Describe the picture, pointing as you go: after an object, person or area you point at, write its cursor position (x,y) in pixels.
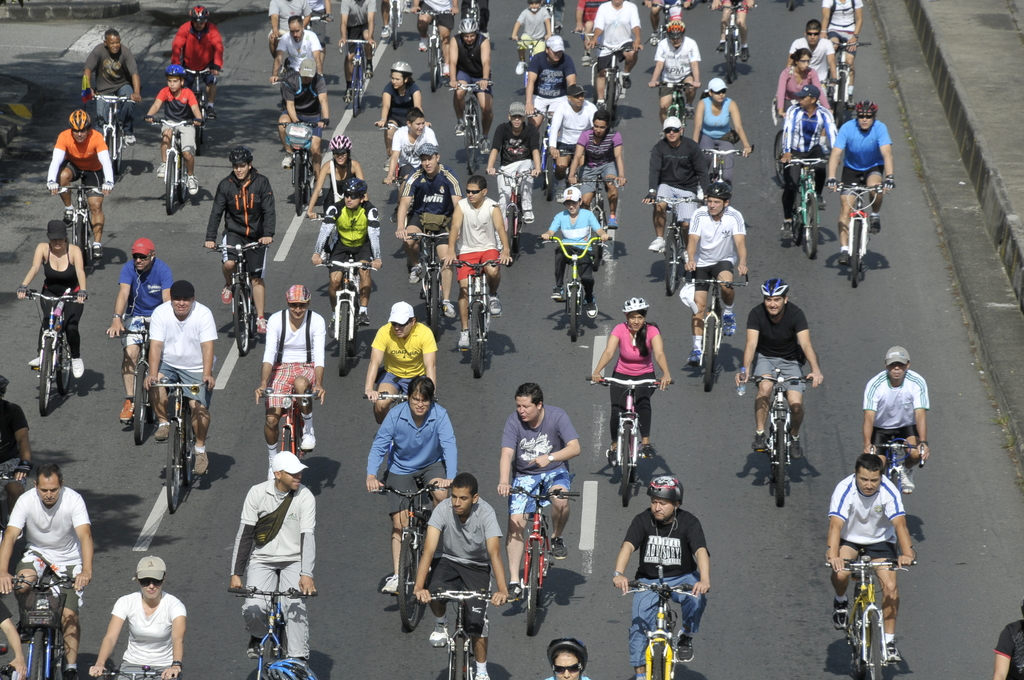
In this image we can see persons (722,214) riding bicycles (186,182) on the road (170,216).
